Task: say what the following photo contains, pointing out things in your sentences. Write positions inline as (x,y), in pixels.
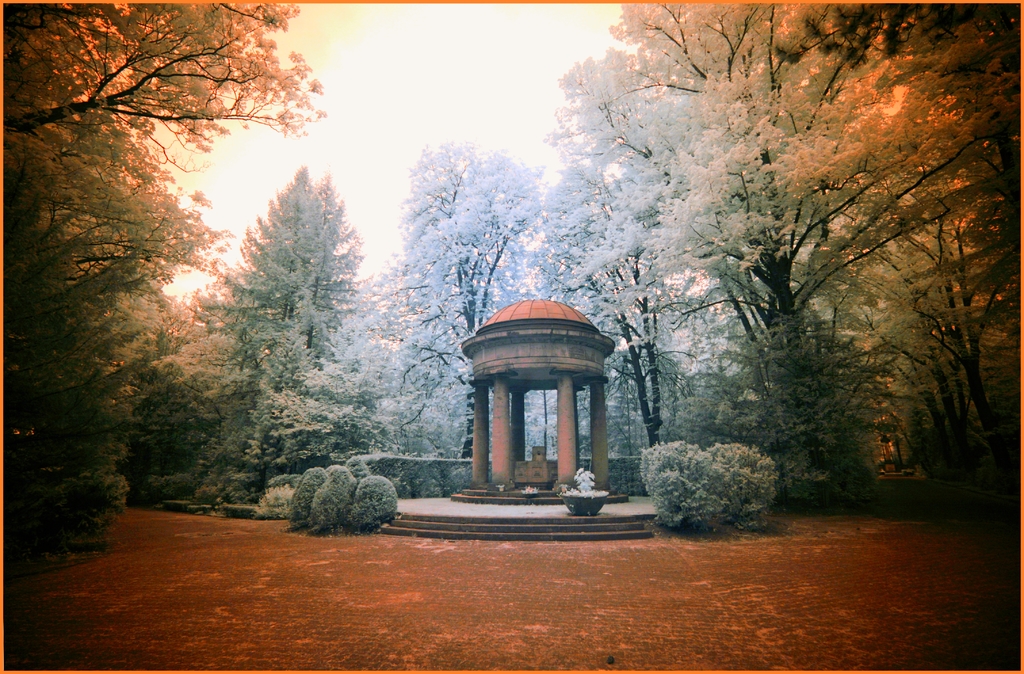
In this picture we can see a shed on the ground (553,580), here we can see a houseplant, plants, trees (631,219) and some objects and we can see sky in the background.
